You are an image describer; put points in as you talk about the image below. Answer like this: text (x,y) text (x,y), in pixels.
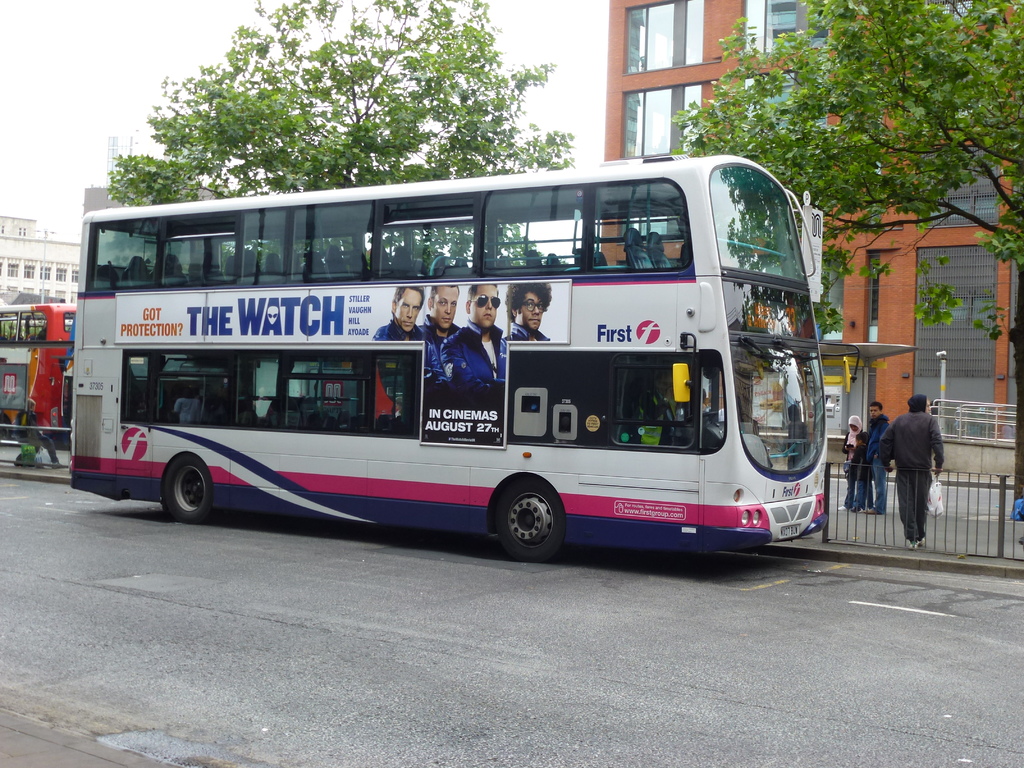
In this image there are two Double Decker buses (183,514) on the road (594,562), four persons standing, iron grills (976,509), buildings (980,296), trees (249,95), and in the background (138,118) there is sky (138,118).
